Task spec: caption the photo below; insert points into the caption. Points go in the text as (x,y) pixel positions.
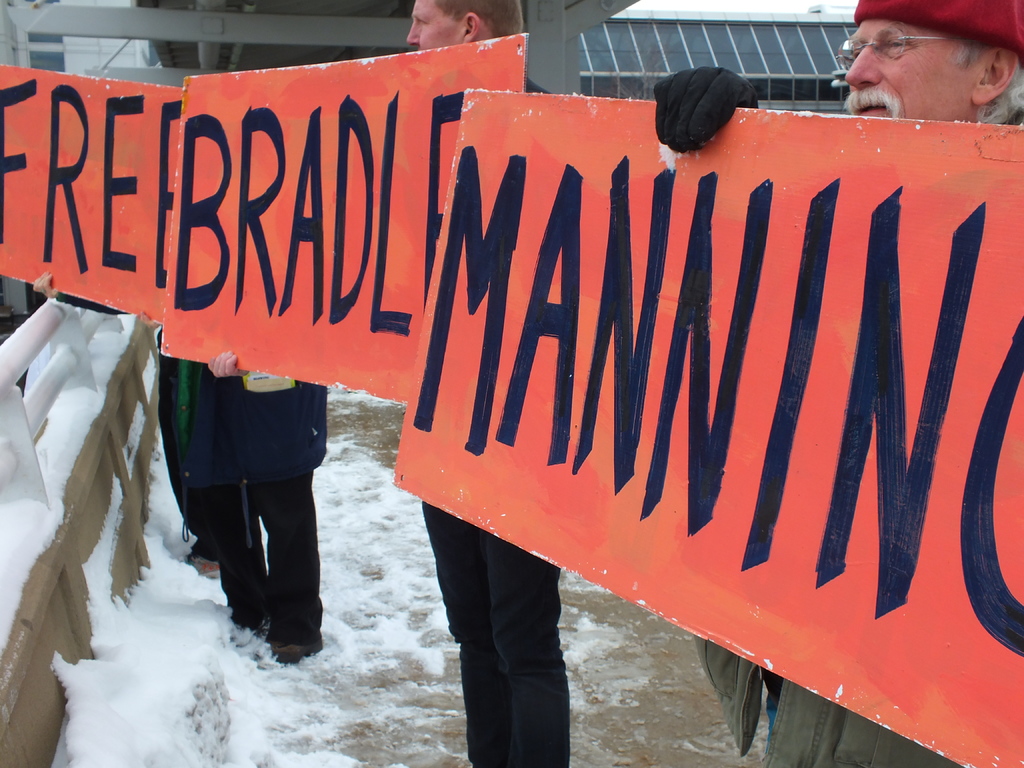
In this picture we can see there are some people (483,764) are standing and the people (472,751) are holding the orange boards (273,177). Behind the people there is a building (690,49). In front of the people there is snow (169,617) and a wall (69,547) with the iron grills (69,349).
